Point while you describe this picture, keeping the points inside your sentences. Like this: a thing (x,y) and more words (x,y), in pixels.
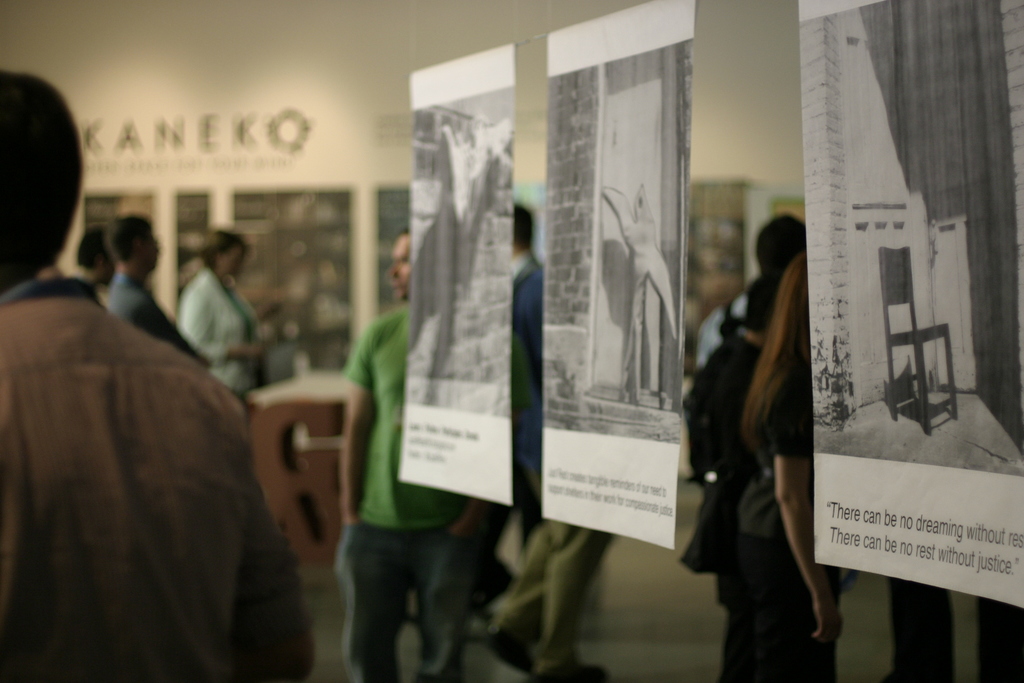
Here in the front (487,221) we can see papers (494,147) with something printed on it hanging on the wire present over there and we can see people (224,312) walking and standing on the floor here and there and in the far we can see a table (299,395) also present over there.
